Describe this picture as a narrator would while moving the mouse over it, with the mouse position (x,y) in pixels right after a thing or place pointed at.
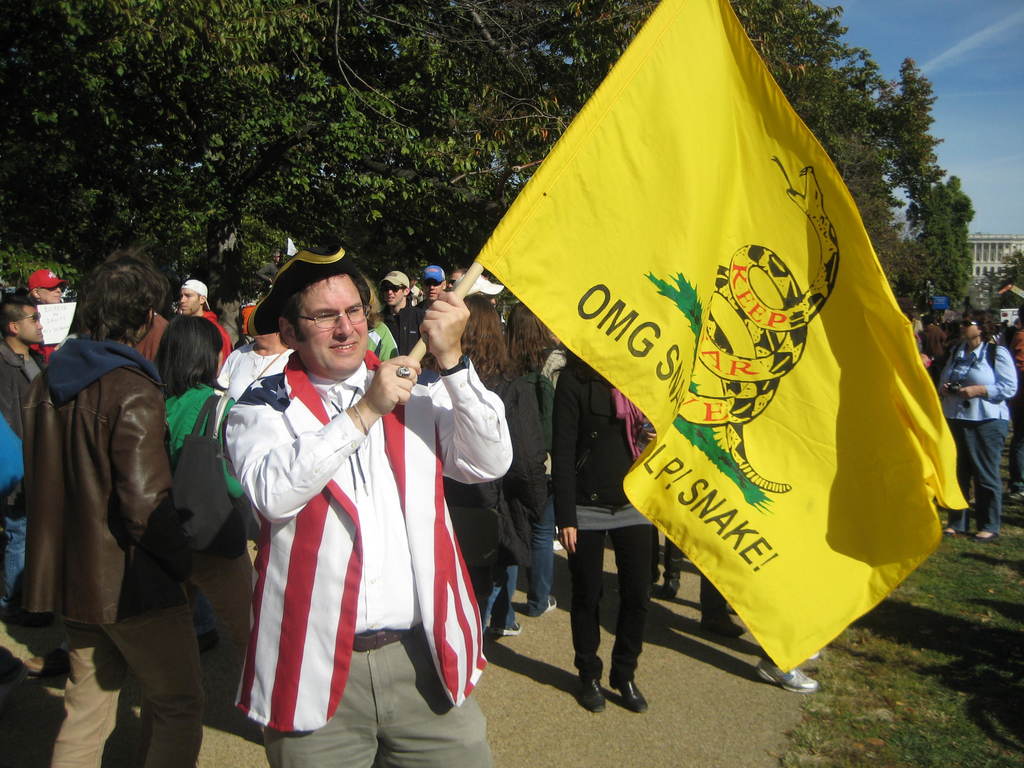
In this image there is one person (334,522) standing in middle of this image (441,433) is wearing white color dress (335,560) and holding a flag (637,180) and that flag (727,244) is in yellow color. and there are some persons (99,448) standing in the background (88,467) and there are some trees (159,43) at top of this image (494,124) and as we can see there is a sky (939,52) at top right corner of this image (966,73).
